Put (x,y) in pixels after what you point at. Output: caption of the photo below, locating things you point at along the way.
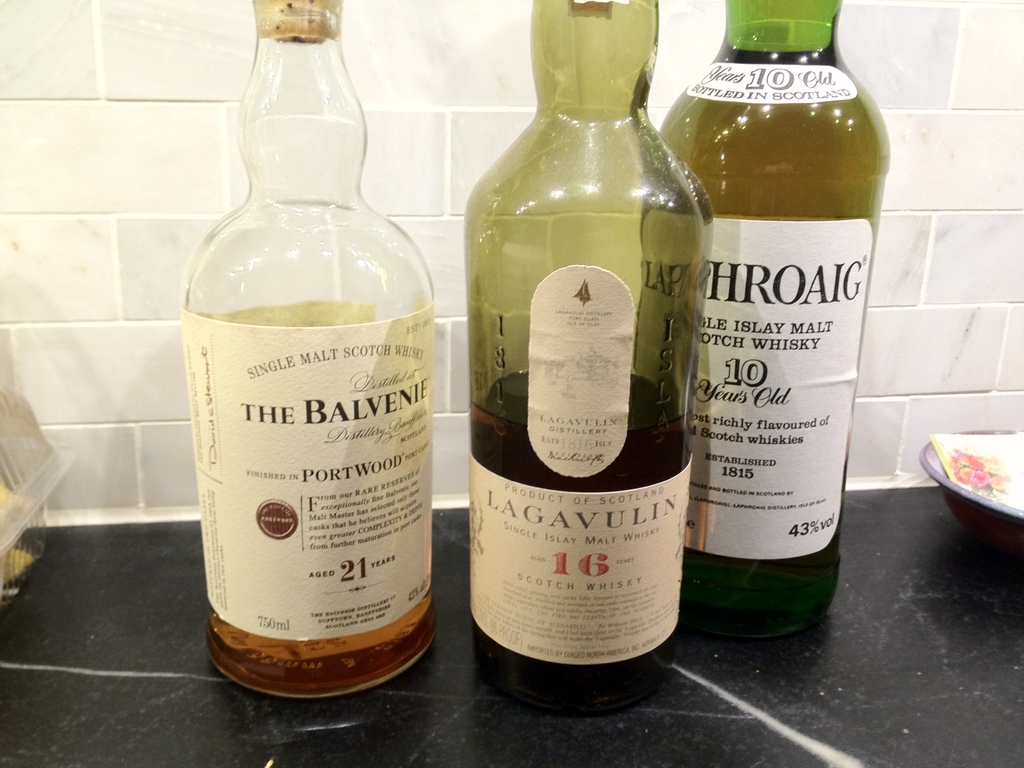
In the image there is a table (84,647), on table (68,576) we can see three bottles (519,433) on one of which it is labelled as 'THE BALVENIE'. On right side (964,488) there is a bowl (1010,506), in background (926,175) we can see a white color wall (920,141).
